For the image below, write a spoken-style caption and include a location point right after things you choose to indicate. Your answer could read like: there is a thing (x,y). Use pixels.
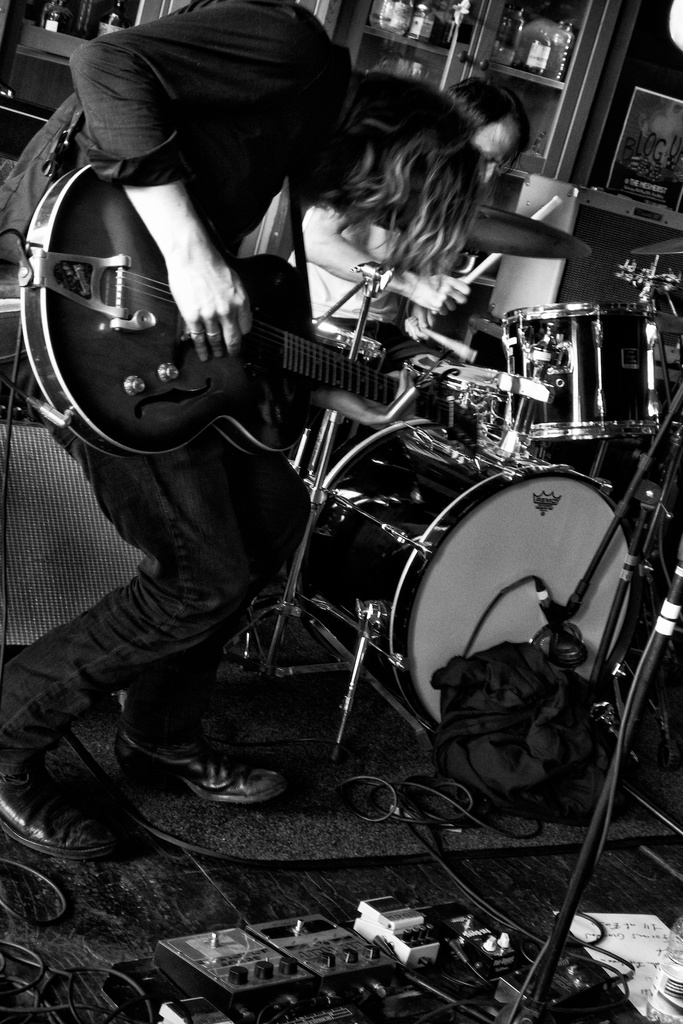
In the image we can see there is a person (349,81) who is standing and holding guitar (128,312) in his hand (412,386) and in the image we can see there are other musical instruments (428,423) and the image is in black and white colour.
